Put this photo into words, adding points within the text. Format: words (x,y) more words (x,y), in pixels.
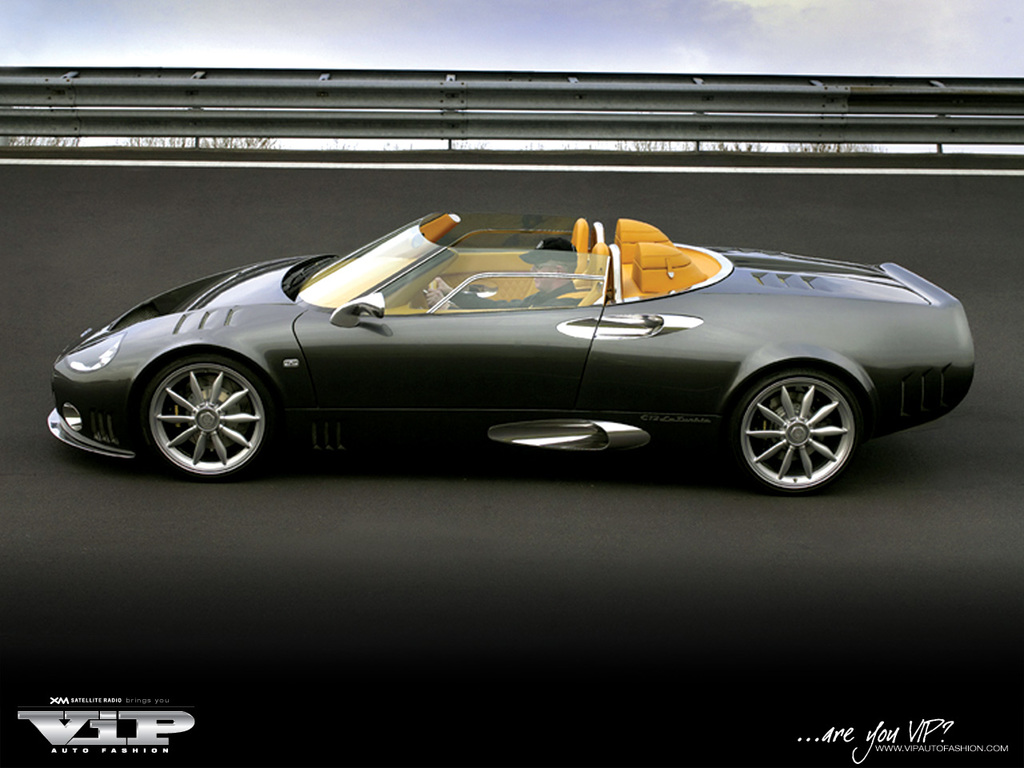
A person (485,304) is sitting in a black car (439,405).
